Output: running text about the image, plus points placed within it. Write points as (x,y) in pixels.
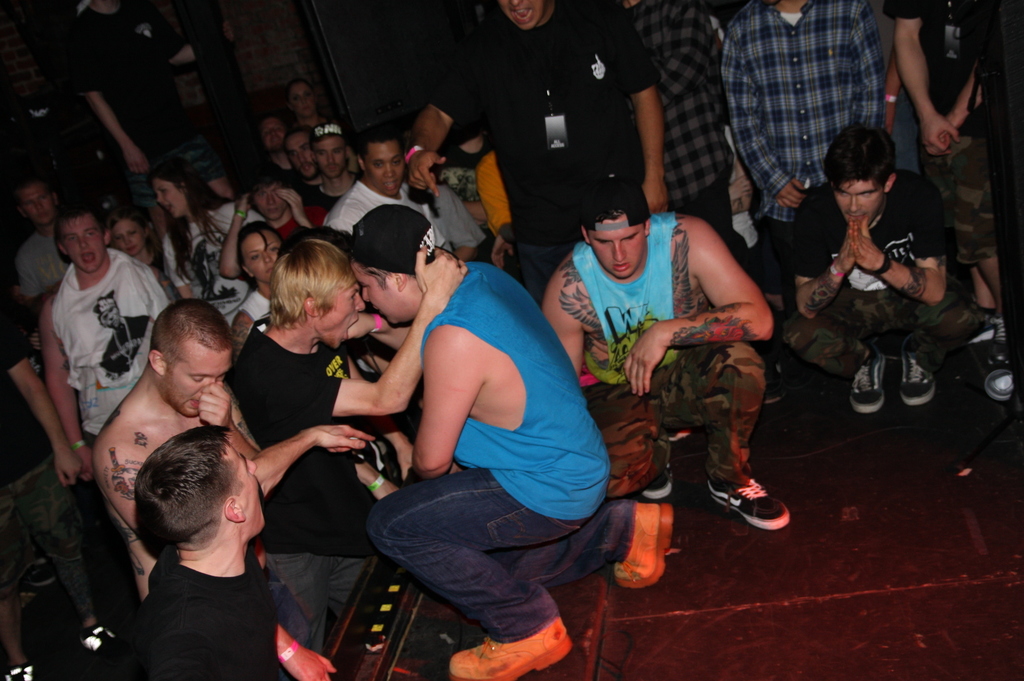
In this image there are group of persons (191,347) standing and squatting.
